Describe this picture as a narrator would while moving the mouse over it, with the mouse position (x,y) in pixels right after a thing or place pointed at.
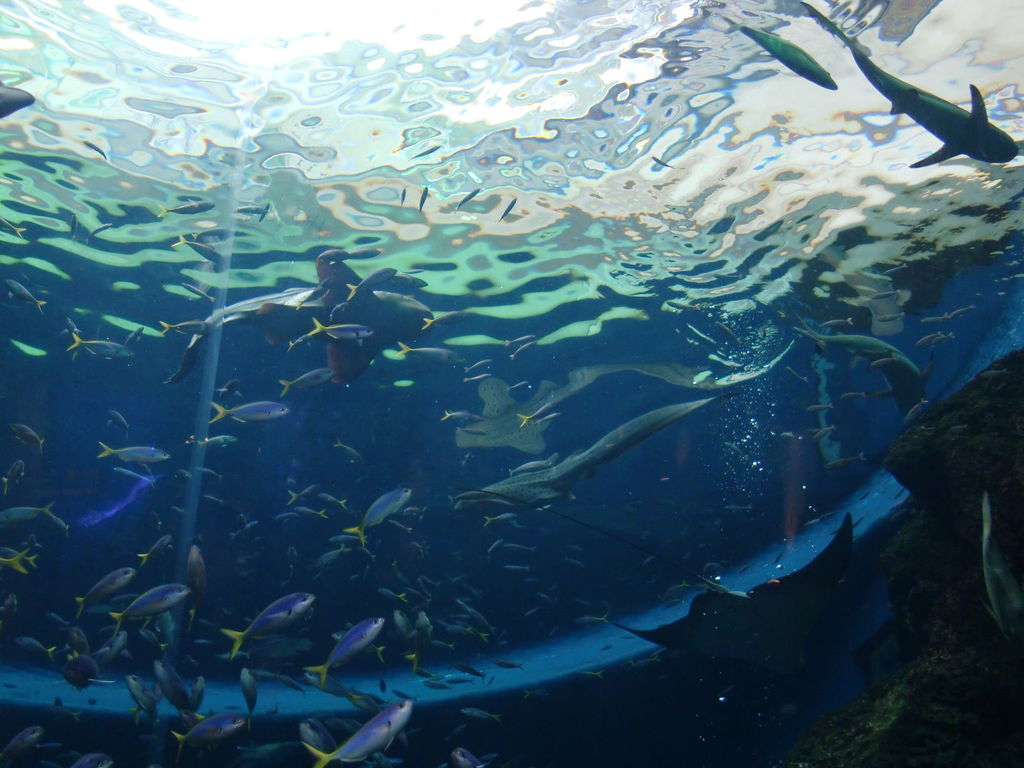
In this picture we can see a group of fishes (475,494) and rocks (935,457) in the water (262,291).
